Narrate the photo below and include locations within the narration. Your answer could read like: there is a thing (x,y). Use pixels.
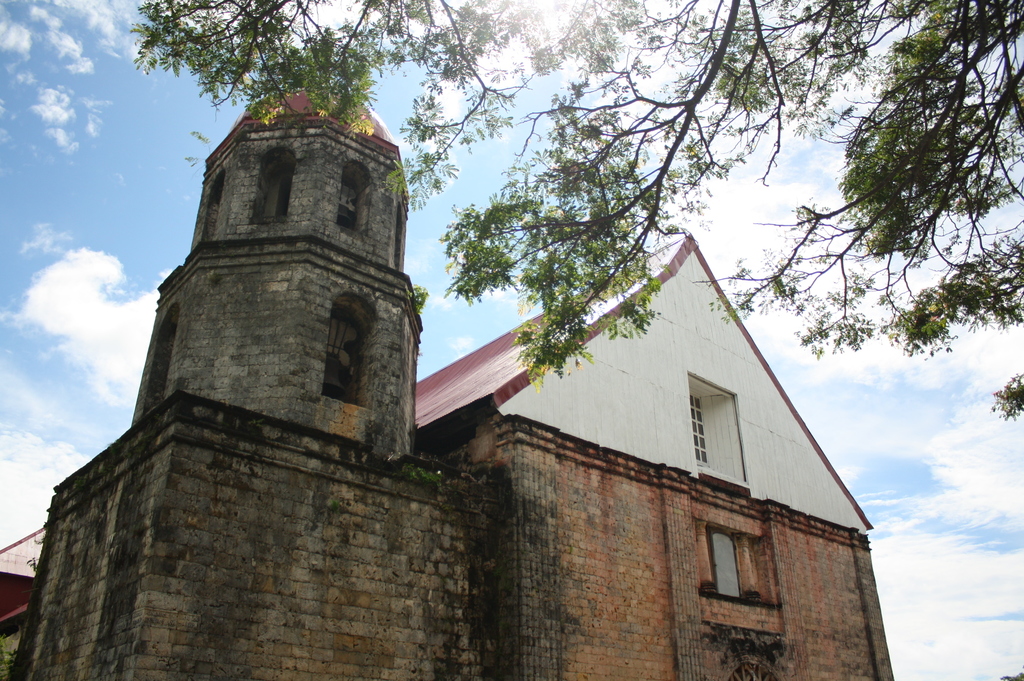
In this image I can see a tree (554,213) on the top side (515,168) and in the front (318,240) I can see a building (542,507). In the background (890,561) I can see clouds (59,276) and the sky (434,199).
